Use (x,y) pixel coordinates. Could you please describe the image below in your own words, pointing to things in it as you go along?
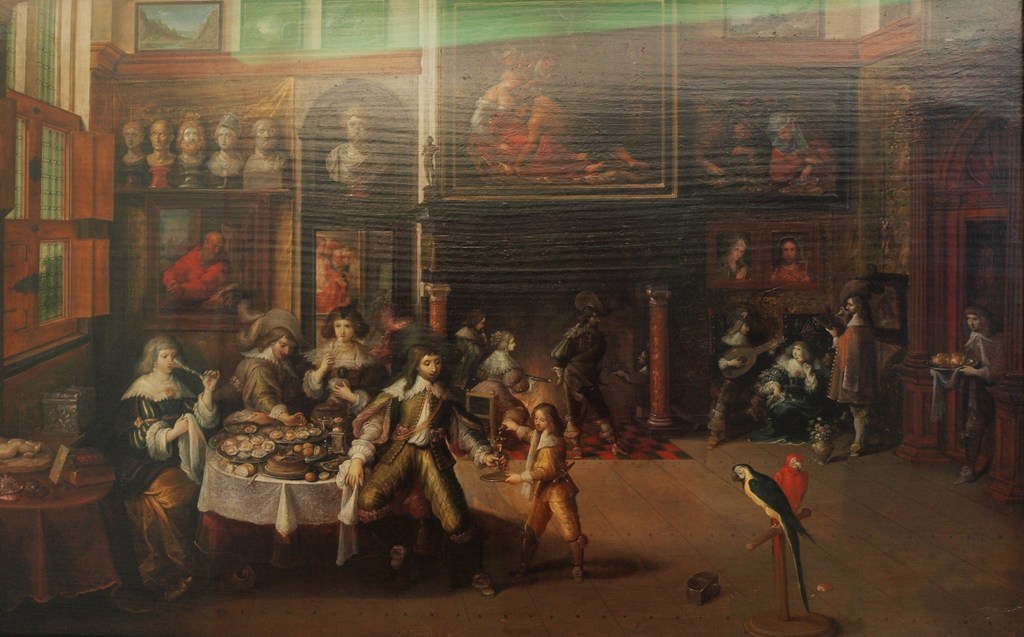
In this image, I can see a painting (603,588) of people (390,419), sculptures (351,179), photo frames (483,148), tables (14,520), food items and few other objects (745,366). At the bottom of the image (781,493), I can see birds (796,508) on a stand (776,535). On the left side of the image (35,299), there are windows (61,246). At the top of the image (265,34), I can see photo frames (799,33) to the wall (846,25). On the right side of the image (957,250), it looks like a door (986,272).
